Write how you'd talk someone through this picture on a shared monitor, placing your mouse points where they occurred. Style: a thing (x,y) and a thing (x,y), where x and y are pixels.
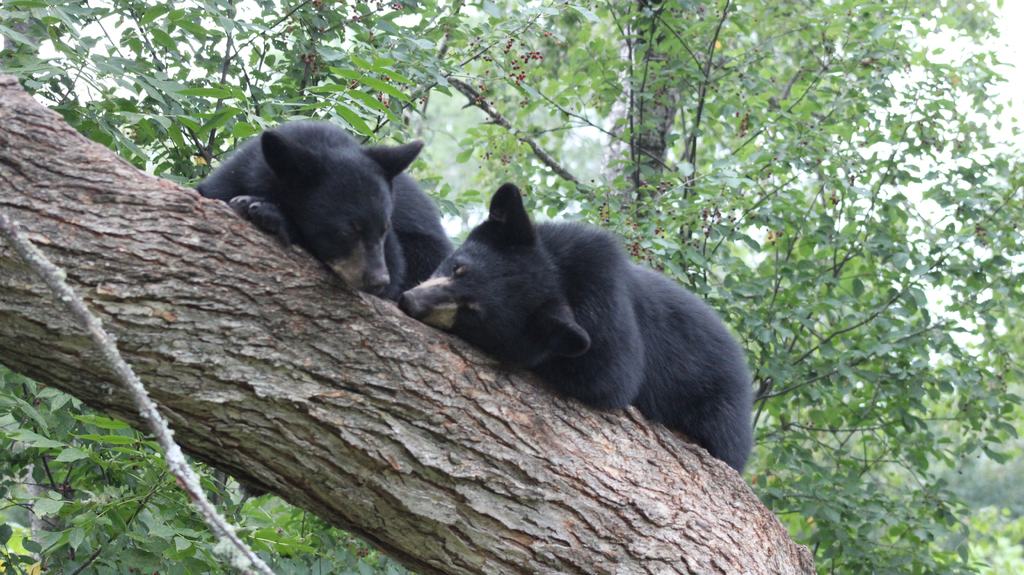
In the foreground of this image (469,268), there are two black bears (469,268) on the tree trunk (324,322). In the background (587,90), there trees (566,81).
